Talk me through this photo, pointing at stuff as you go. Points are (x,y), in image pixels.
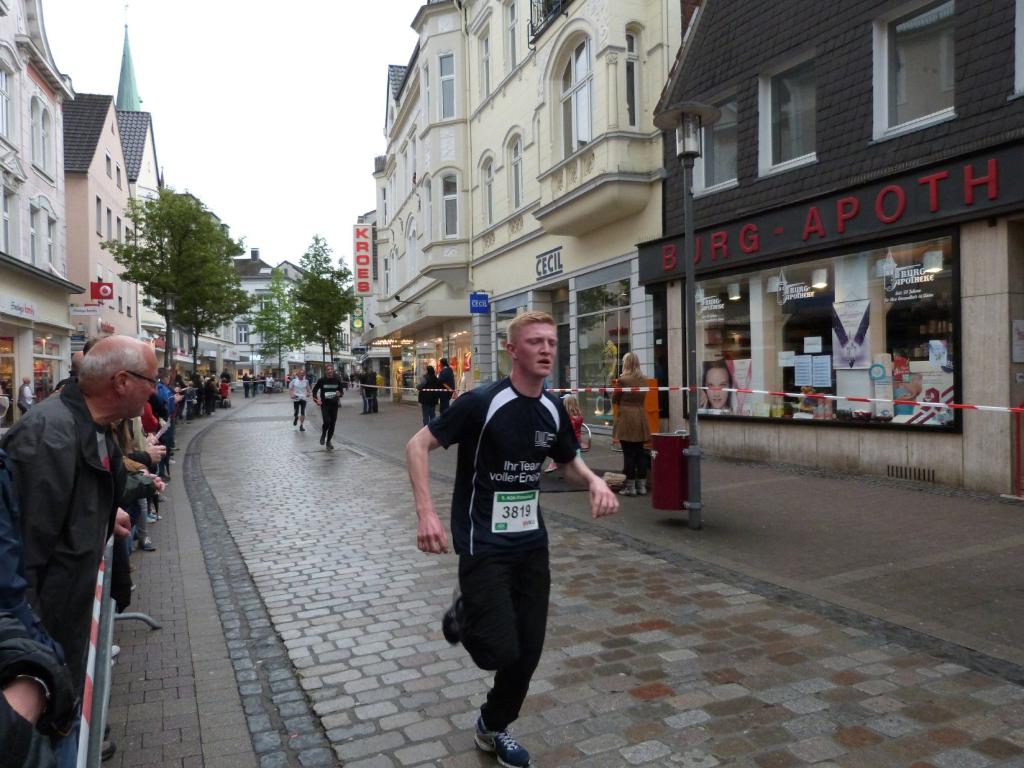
In the picture we can see a pathway (384,501) with tiles (347,502) on it and some people (473,478) are running on and on the other sides of the pathway (347,562) we can see buildings (180,372) with windows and glasses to it and some shops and on the other side, we can see some people (0,720) are standing on the path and watching them and in the background (207,331) we can see some trees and sky (239,232).
